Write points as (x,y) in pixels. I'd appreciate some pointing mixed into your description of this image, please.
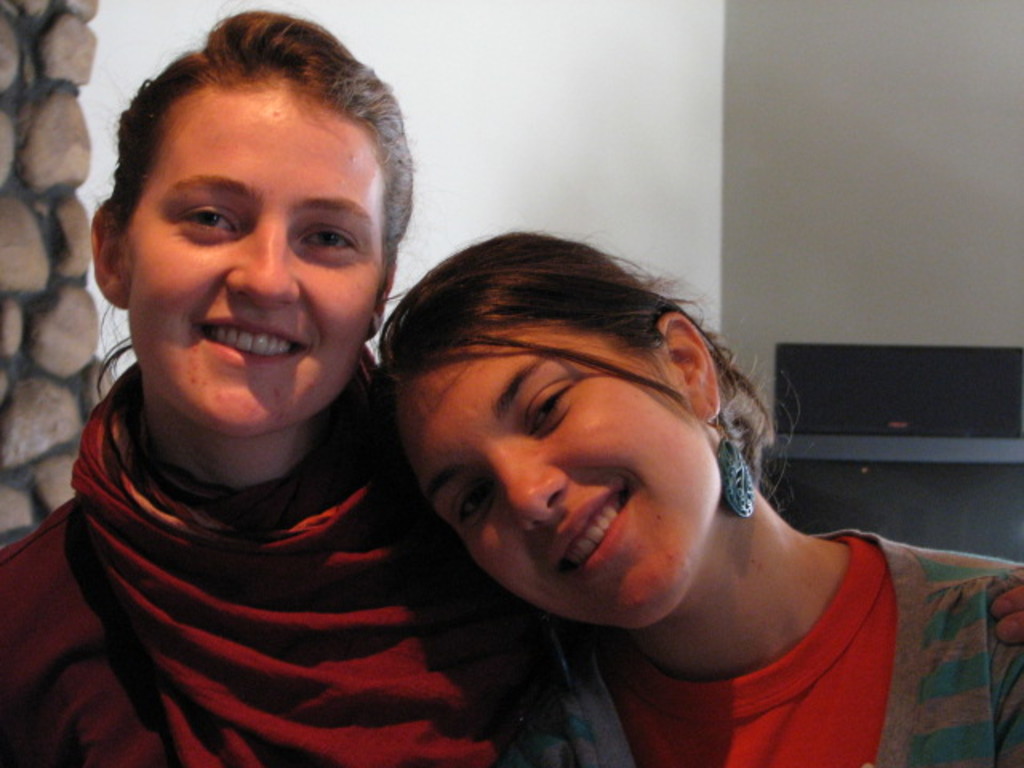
In this picture there are two girls (185,593) sitting in the front (467,545), smiling and giving pose into the camera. Behind there is a white wall (477,161). On the left corner (66,361) we can see the stone pillar (51,383).
